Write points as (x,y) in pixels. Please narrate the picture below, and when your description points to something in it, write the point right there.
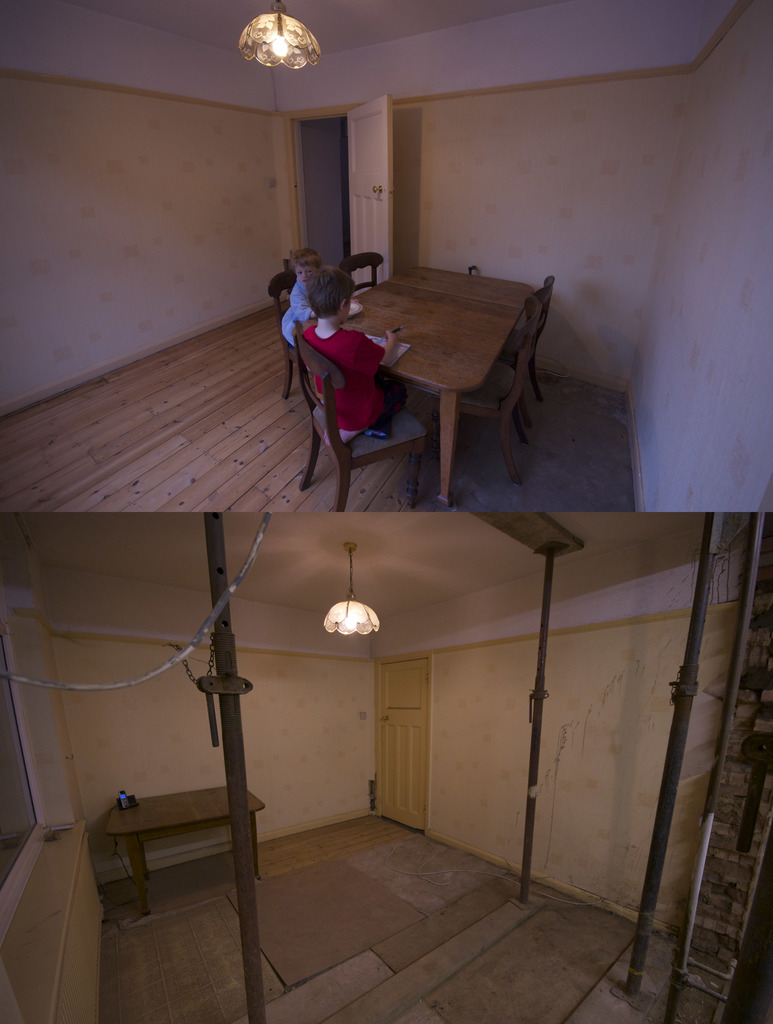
In this image I can see two people (325,273) sitting on the chairs (334,442) and they are in-front of the table (466,371). Among them one person (355,375) is wearing the red t-shirt (352,389) and they are holding something. To the top (280,37) there is a light (270,44). In the down image there is a door (386,692), table (162,827), light (341,628) and the poles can be seen.
